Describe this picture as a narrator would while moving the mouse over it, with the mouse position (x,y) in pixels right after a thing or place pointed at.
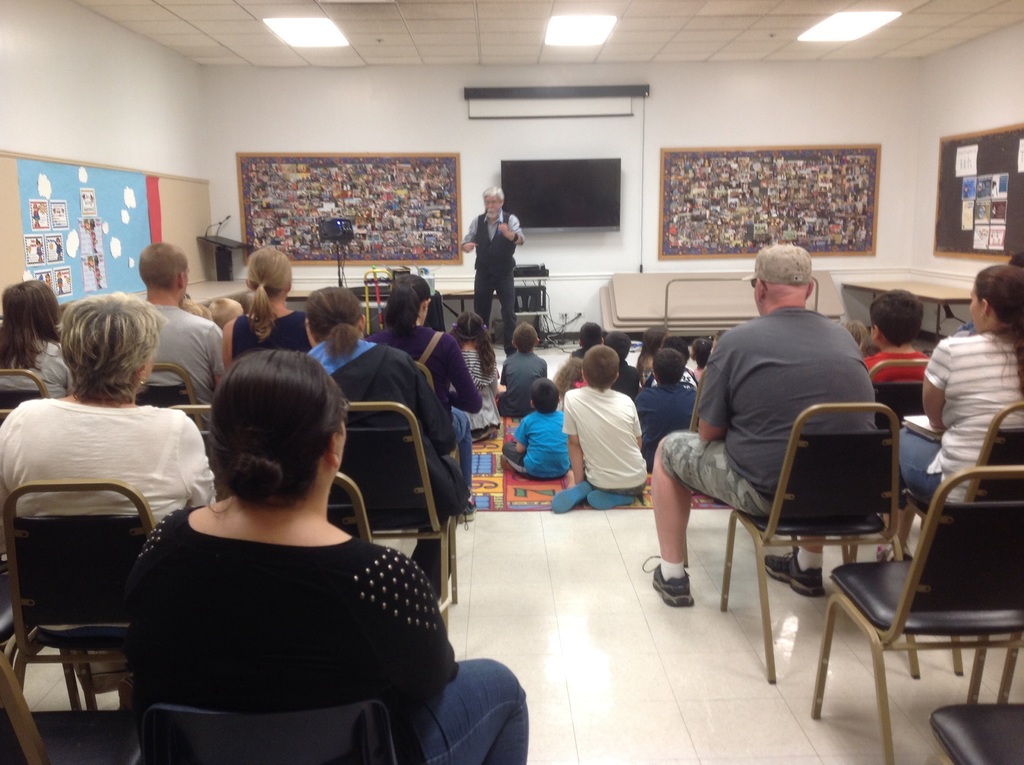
people (238,604) are seated on the chairs (980,575). in front of them children (622,398) are sitting on the floor (488,493) on a carpet (489,479). in front of them a person (493,243) is standing and speaking. behind him there is a white wall (489,128) on which there are 2 big photo frames (823,185) and a television (576,183) in the center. at the left (101,166) and right there are 2 boards (974,195) on which photos (55,212) are attached.
